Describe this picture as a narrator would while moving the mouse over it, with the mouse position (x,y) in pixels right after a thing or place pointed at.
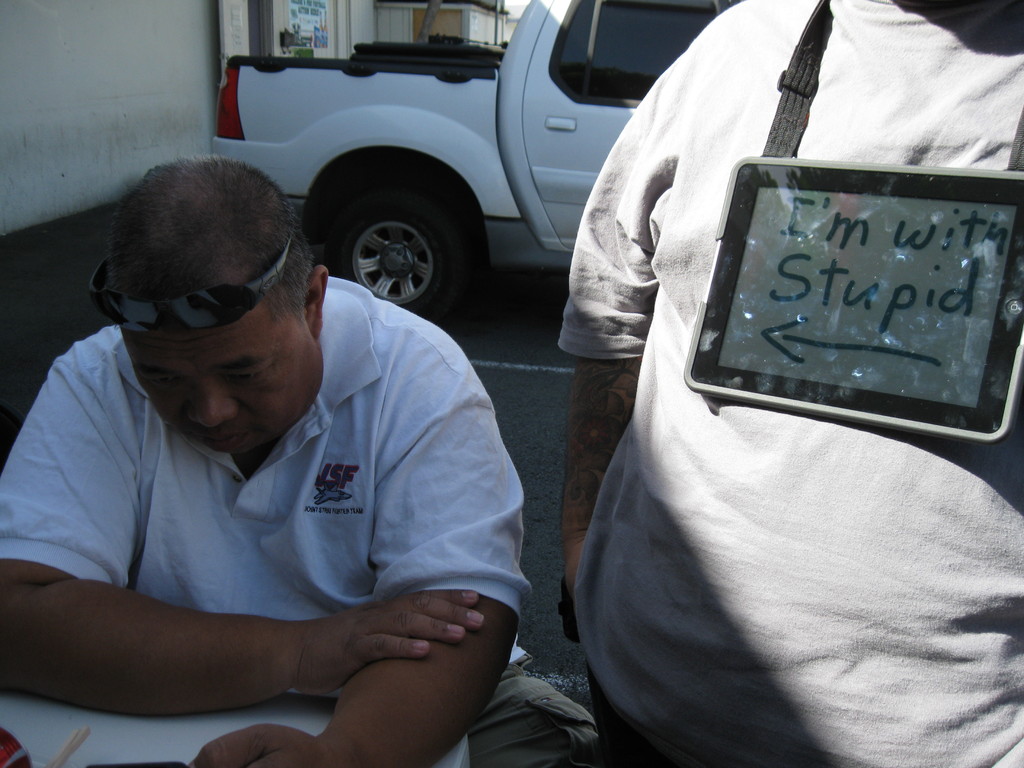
In this image there is a person (402,518) sitting on chair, beside that person (461,647) there is person (630,302) standing, in the background (516,133) there is a vehicle (530,178) on the road (526,348).
